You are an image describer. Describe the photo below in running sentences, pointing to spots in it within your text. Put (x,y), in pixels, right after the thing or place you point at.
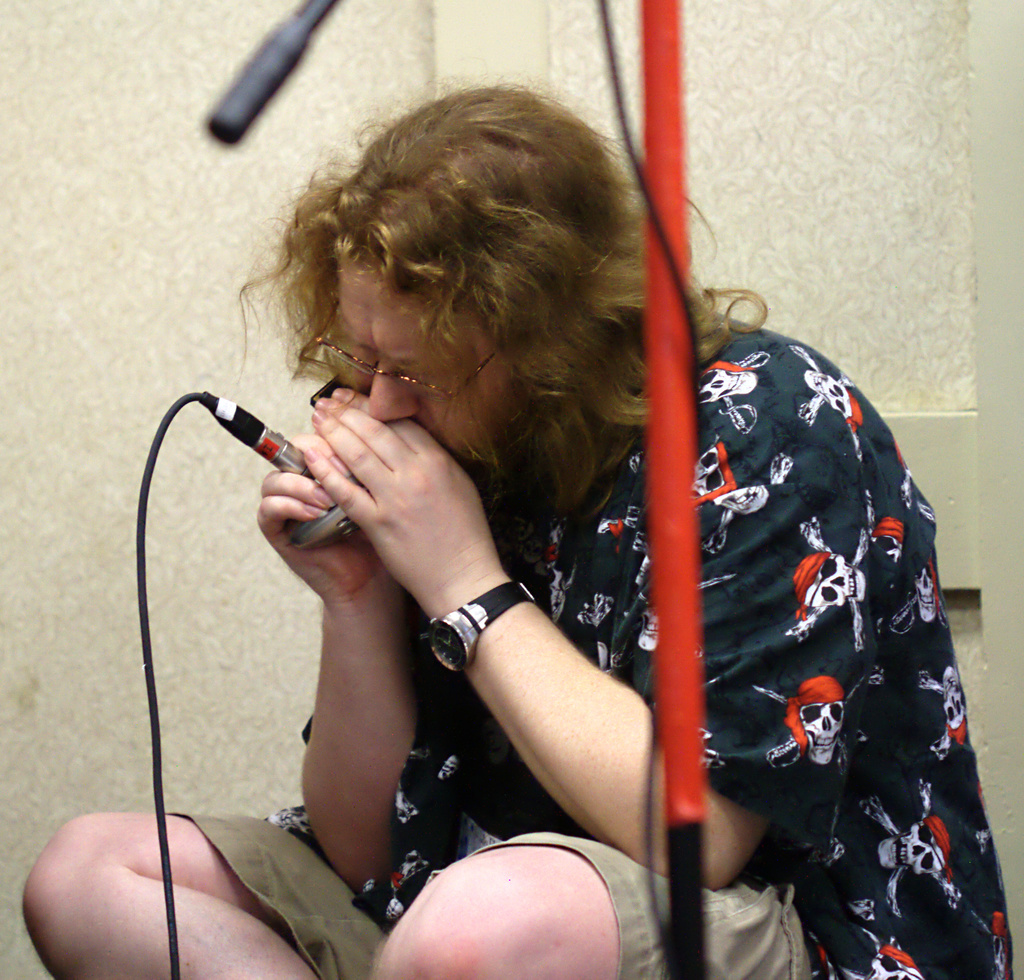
Here in this picture we can see a person (559,570) sitting on the ground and he is playing a harmonica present in his hand (363,485) and he is also holding microphone (307,523) in his hand (399,472) and we can see he is wearing spectacles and in the front (690,554) we can see a stand (690,554), on which we can see a microphone (282,53) present.
